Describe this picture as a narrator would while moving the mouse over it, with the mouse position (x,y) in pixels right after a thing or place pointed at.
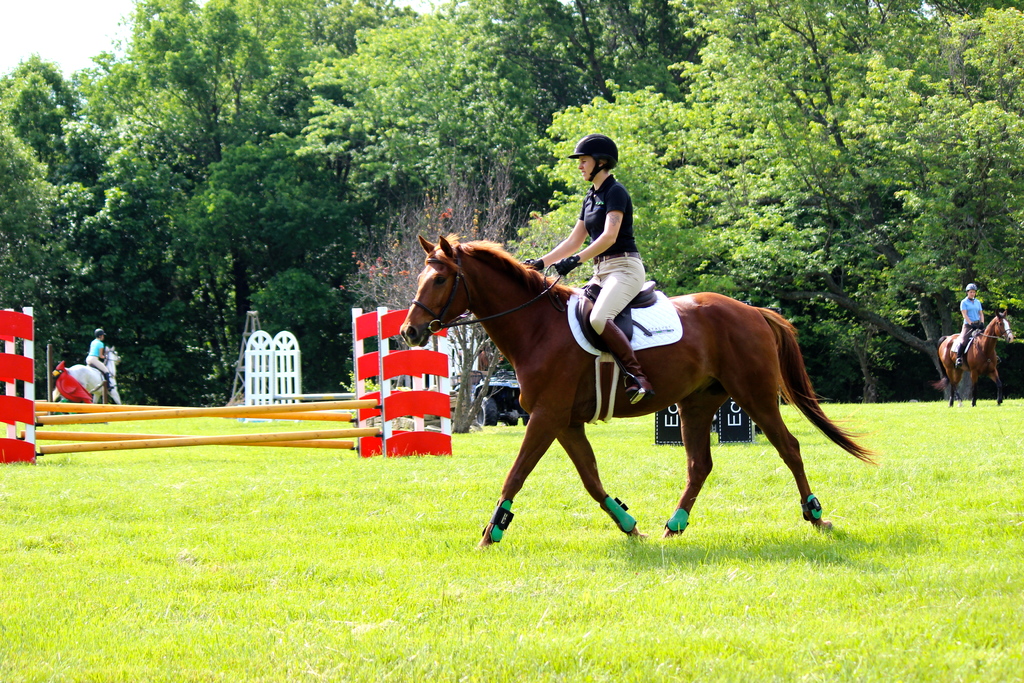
In this image there are a few people (604,293) riding horses (772,421), around them there are hurdles (225,410) and some other objects (514,411), behind them there are trees (901,73).
